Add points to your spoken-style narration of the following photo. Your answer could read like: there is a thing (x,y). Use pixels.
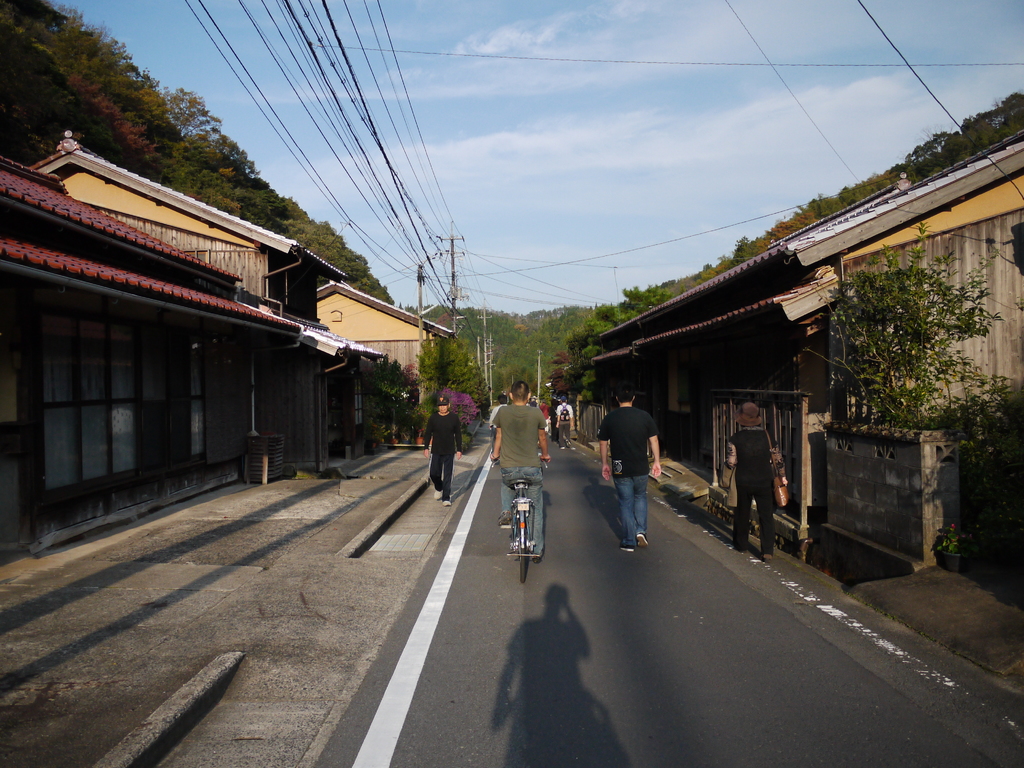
In this picture we can see some people (618,458) are walking, there is a person (518,471) riding a bicycle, on the right side (856,421) and left side (223,386) there are houses (260,385), we can see trees (575,342) and poles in the background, there is the sky (450,232) and wires (422,51) at the top of the picture (412,89).
